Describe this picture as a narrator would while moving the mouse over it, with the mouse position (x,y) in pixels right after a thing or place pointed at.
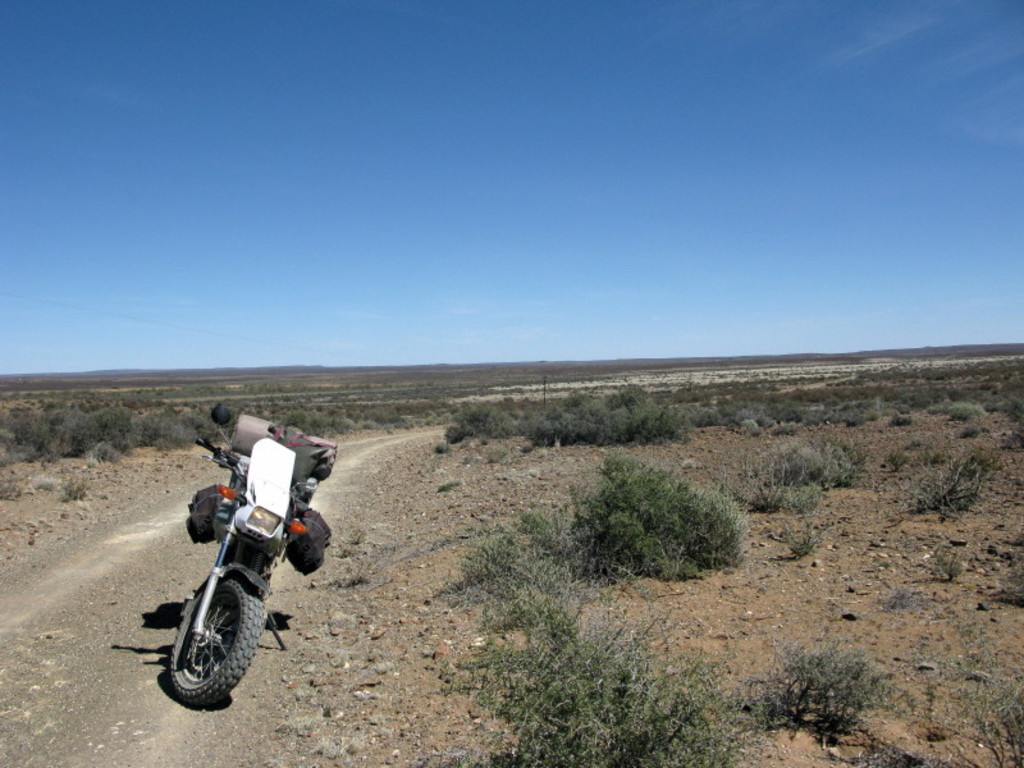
This image consists of a bike (218,562). On which we can see the bags (291,551). At the bottom (300,754), there is ground (415,704). And we can see small plants (644,415) on the ground (48,393). At the top (413,211), there is sky (413,211).
